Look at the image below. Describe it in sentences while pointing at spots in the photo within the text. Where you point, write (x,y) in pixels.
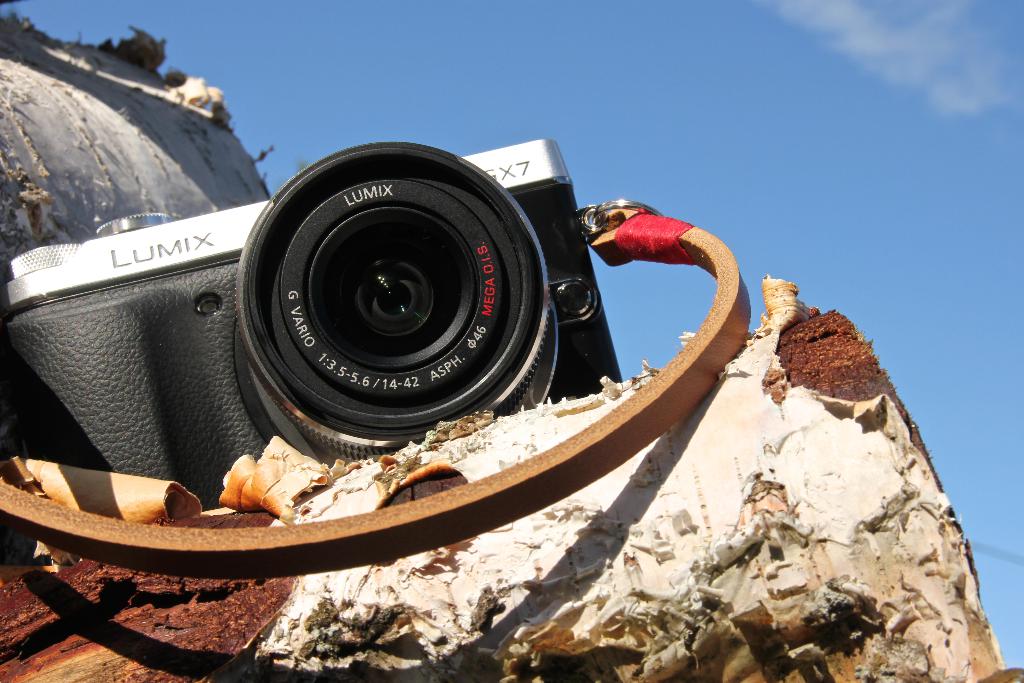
In the image I can see a log (673,482) on which there is a camera (561,272).
